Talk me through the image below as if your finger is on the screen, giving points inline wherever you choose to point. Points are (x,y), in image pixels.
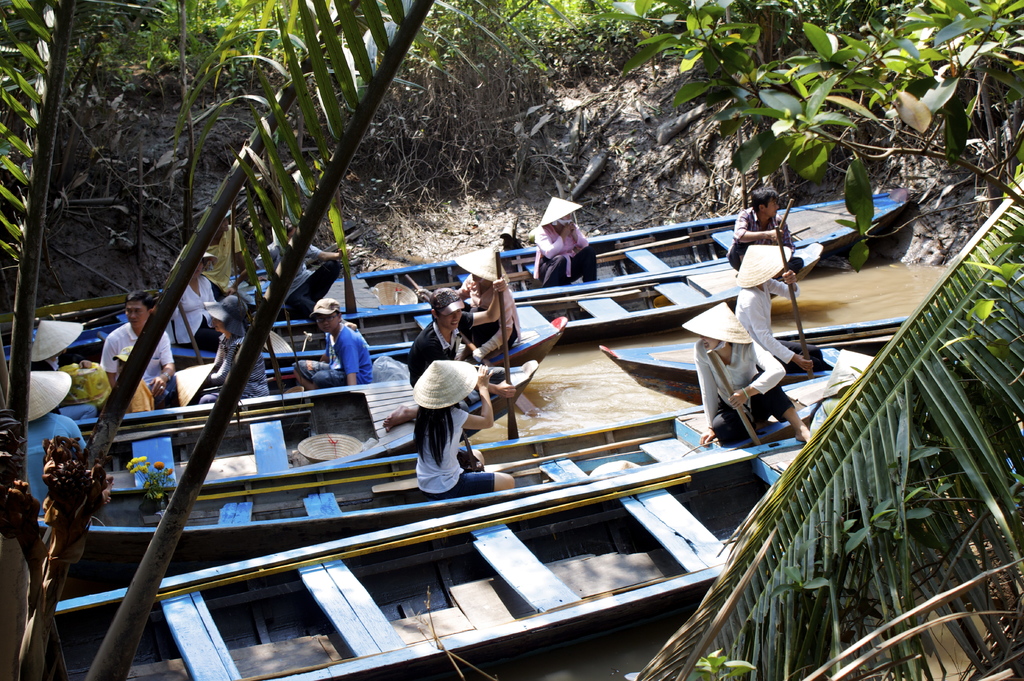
In this picture we can see a group of people (337,345) sitting on boats (366,518) and the boats (300,416) are on the water (537,386). Behind the boats (288,419) there are plants (280,171) and trees (384,5).
